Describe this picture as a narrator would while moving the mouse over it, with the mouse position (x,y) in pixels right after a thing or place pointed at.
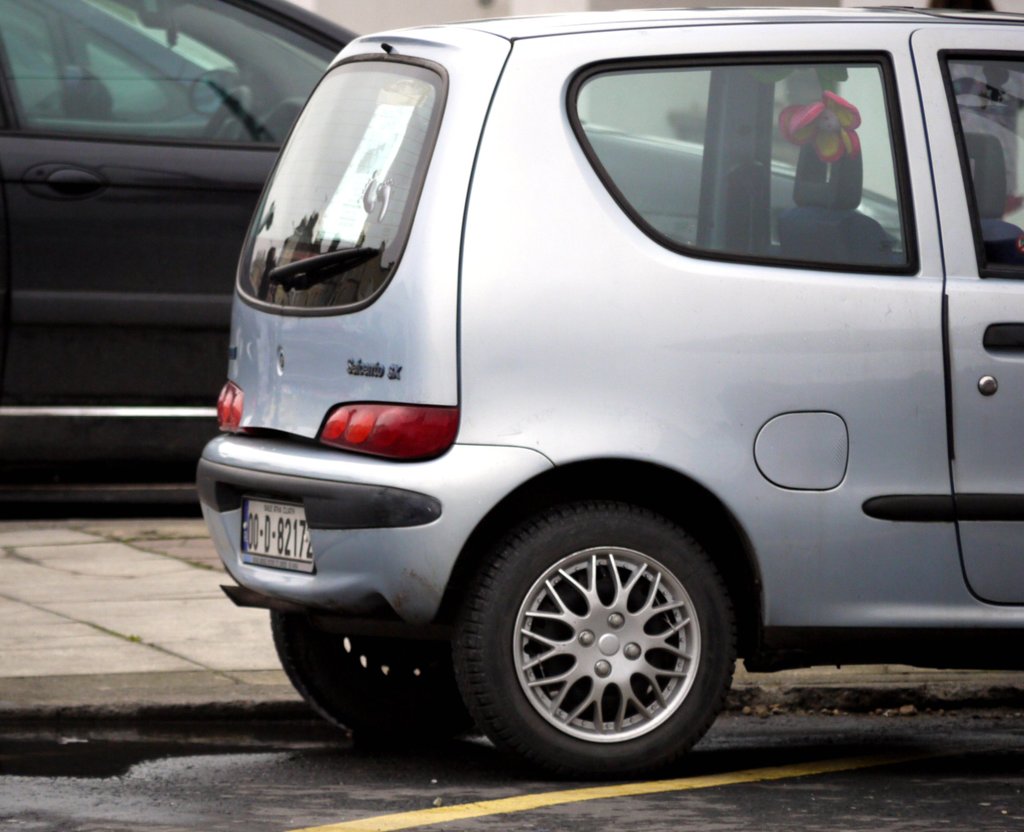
In this image I can see there are cars (535,231) on the road (720,808). And there is a sidewalk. And there is a doll (831,138) in the car (849,177).
